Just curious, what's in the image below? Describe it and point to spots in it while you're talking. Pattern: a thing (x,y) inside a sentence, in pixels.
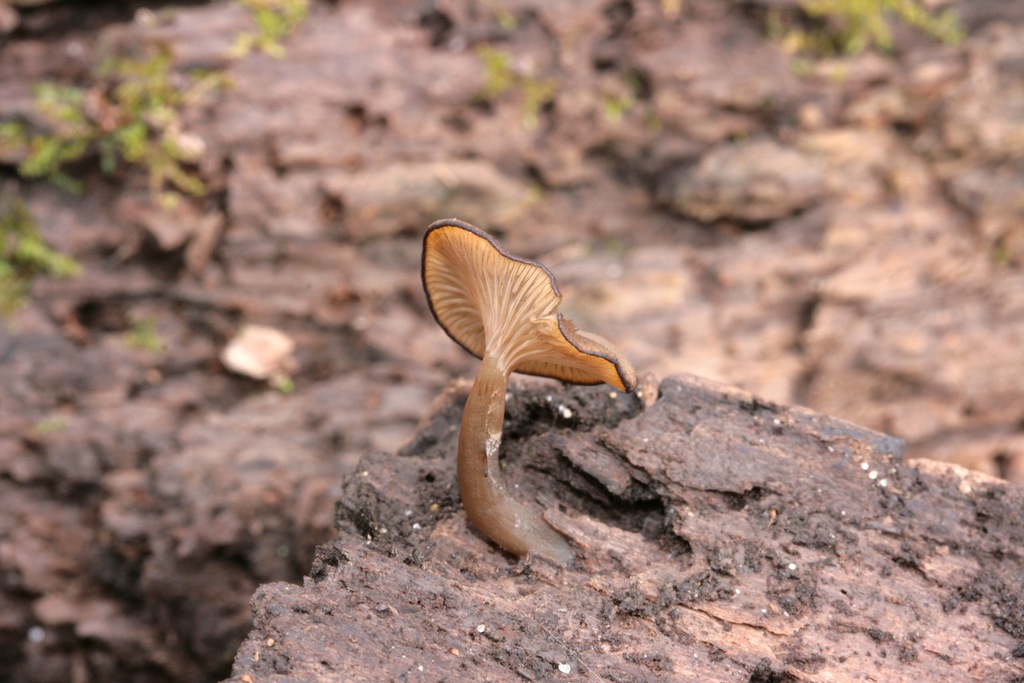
In this image, we can see a mushroom (493,534), we can see green leaves (36,241) on the ground (374,131).
